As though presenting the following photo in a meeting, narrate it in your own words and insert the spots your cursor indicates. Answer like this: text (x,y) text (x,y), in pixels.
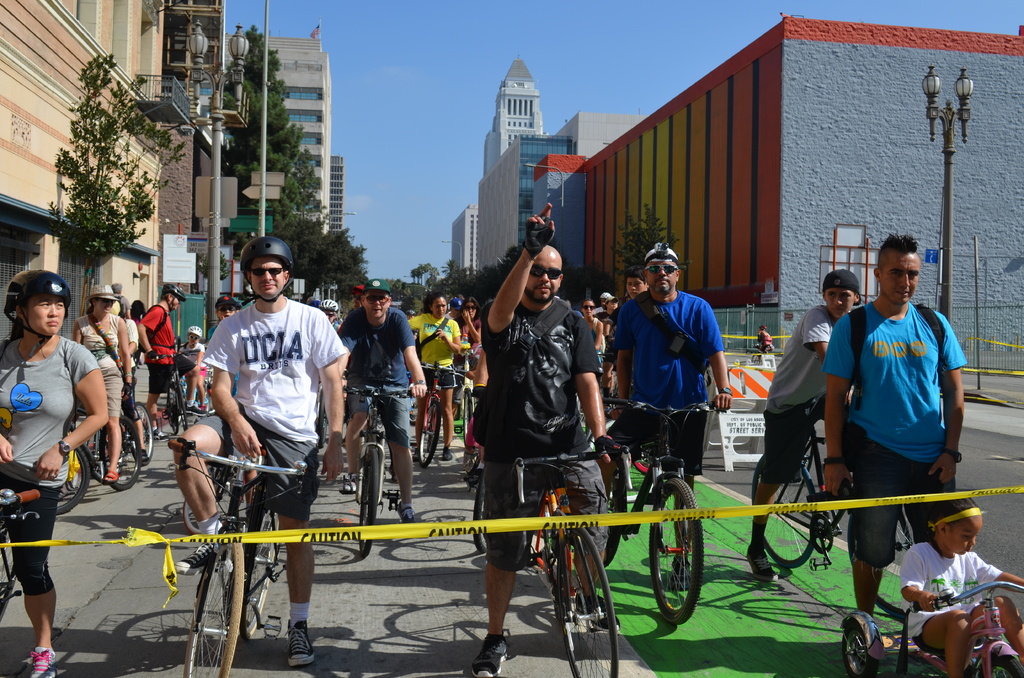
As we can see in the image, there are group of people (607,321) standing on bicycles (481,523) and there are few trees (134,191) and houses (612,141). On the top (404,73) there is a sky (424,77).
